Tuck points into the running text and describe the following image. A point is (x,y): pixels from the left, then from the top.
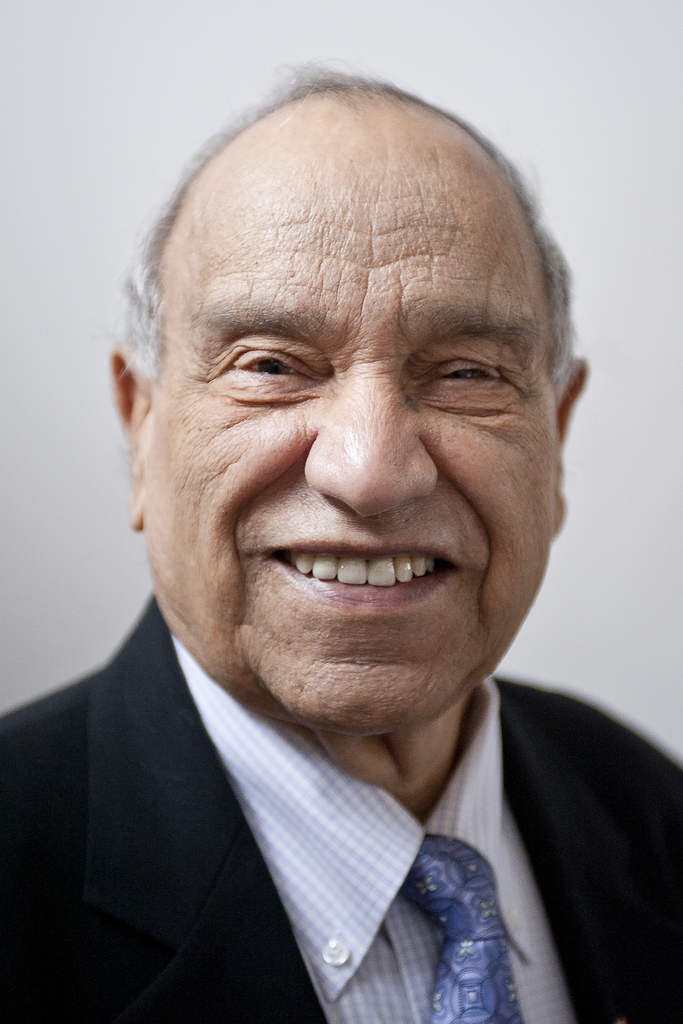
In this image we can see a person (483,553) smiling and in the background (546,200), we can see the wall (115,332).
